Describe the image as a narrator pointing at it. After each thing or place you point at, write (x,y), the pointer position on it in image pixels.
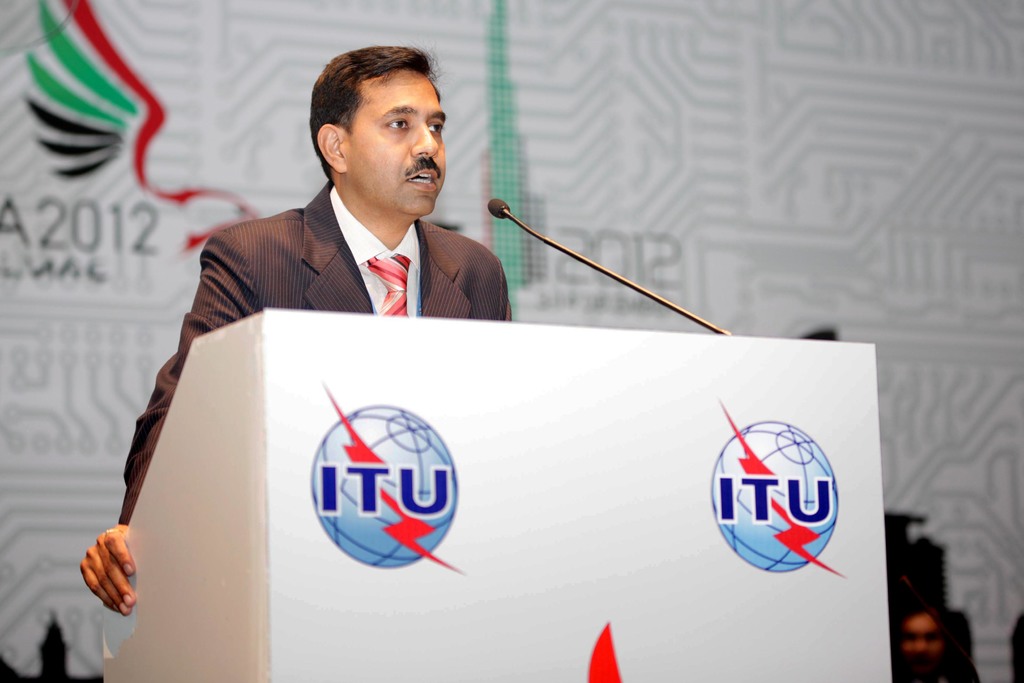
In the center of this picture (365,254) we can see a man (321,266) wearing suit (443,253) and standing behind a podium (336,494) and we can see a microphone (501,209) and we can see the text (381,491) and some pictures (427,489) on the podium (691,472). In the background (707,106) we can see the text (101,215) and the numbers (120,227) on a white color banner (861,189) and we can see a person (947,636) and some other objects (918,579).
